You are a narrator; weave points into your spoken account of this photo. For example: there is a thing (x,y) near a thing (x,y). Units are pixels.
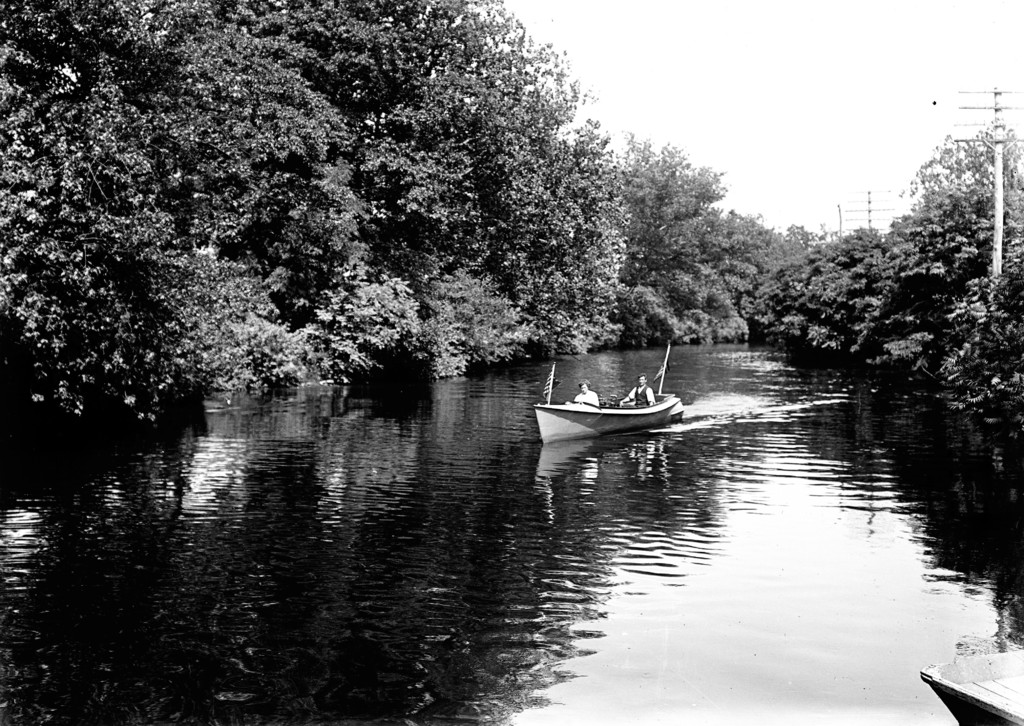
In this image in the center (570,410) there is a boat (593,404) with the persons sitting inside it and there are flags (551,387) on the boat (606,412), sailing on the water (598,441) which is in the center (575,472) and there are trees (304,251) in the background (841,211) there are poles (873,223).
